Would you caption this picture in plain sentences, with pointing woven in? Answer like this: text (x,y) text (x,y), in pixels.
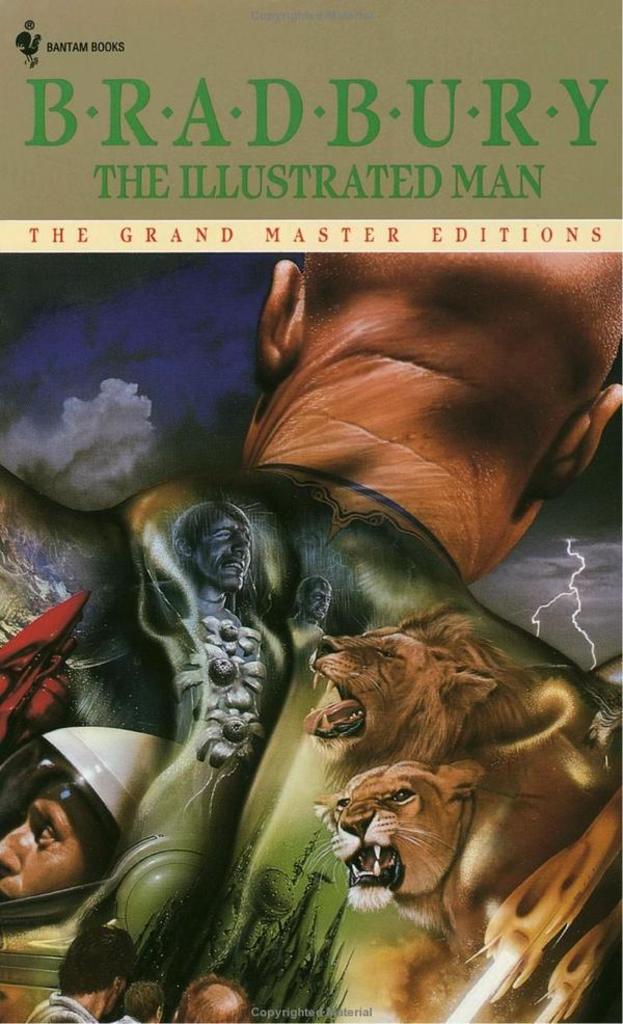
This picture consists of a poster (275,280) in the image.
